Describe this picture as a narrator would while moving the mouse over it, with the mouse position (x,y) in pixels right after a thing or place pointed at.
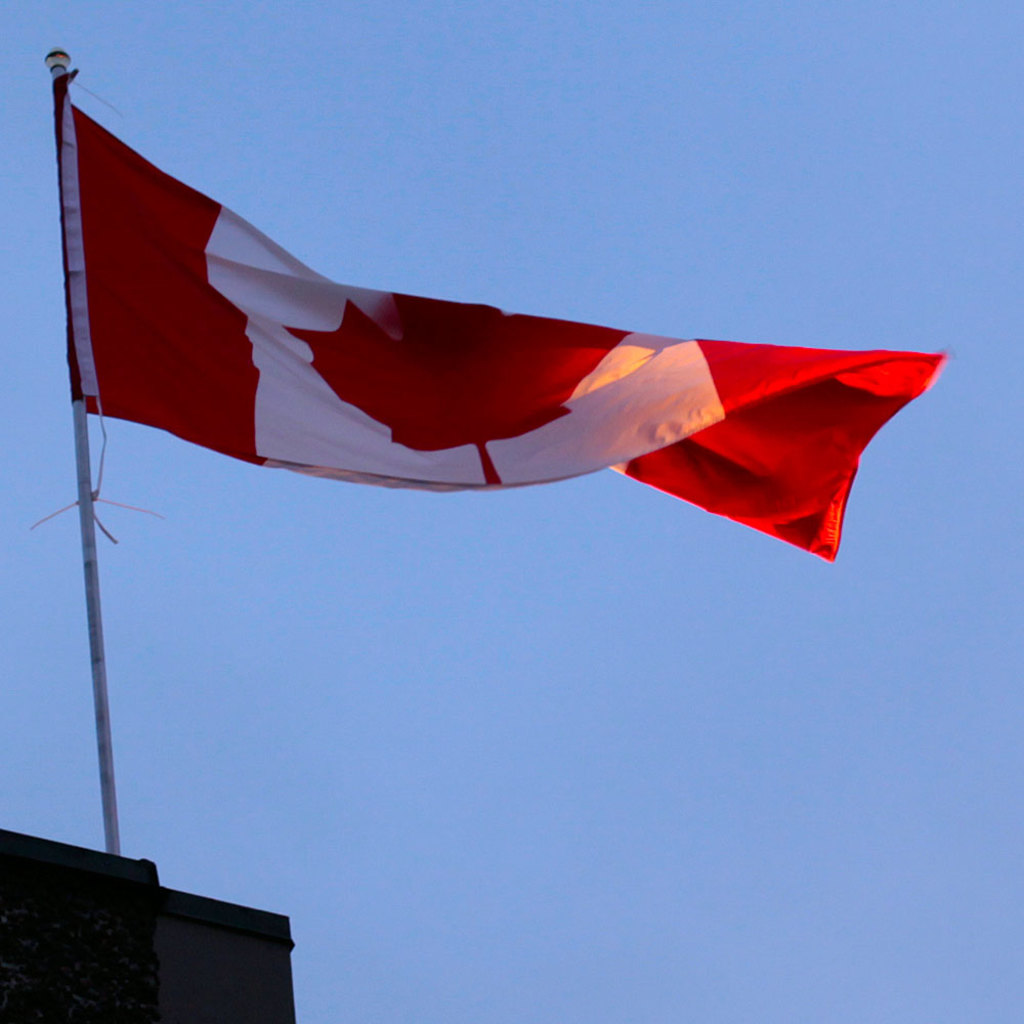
In this image I can see there is a flag (499,471) on the building (196,928). And at the top (512,253) there is a sky (594,619).
